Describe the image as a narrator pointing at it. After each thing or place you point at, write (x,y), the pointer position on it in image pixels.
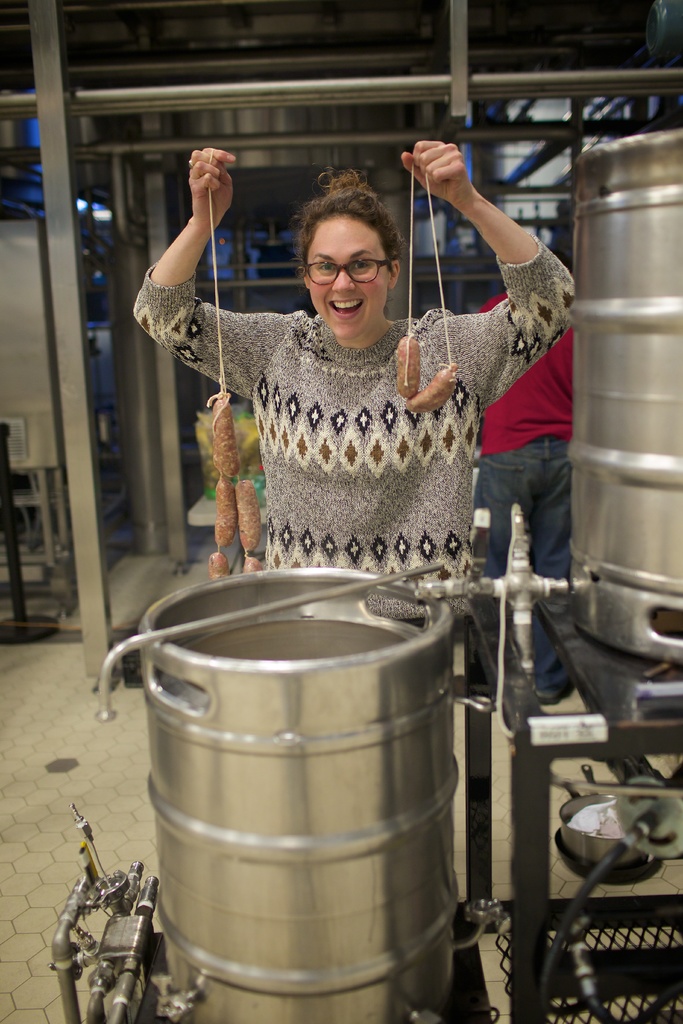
In this image we can see a woman (312,357) standing and carrying some food (406,348), in front of her we can see an object (228,750), which looks like machine (284,750), there are some poles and table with some objects (593,589) on it, also we can see a person (540,392) standing and wearing a red color t-shirt (550,367).
